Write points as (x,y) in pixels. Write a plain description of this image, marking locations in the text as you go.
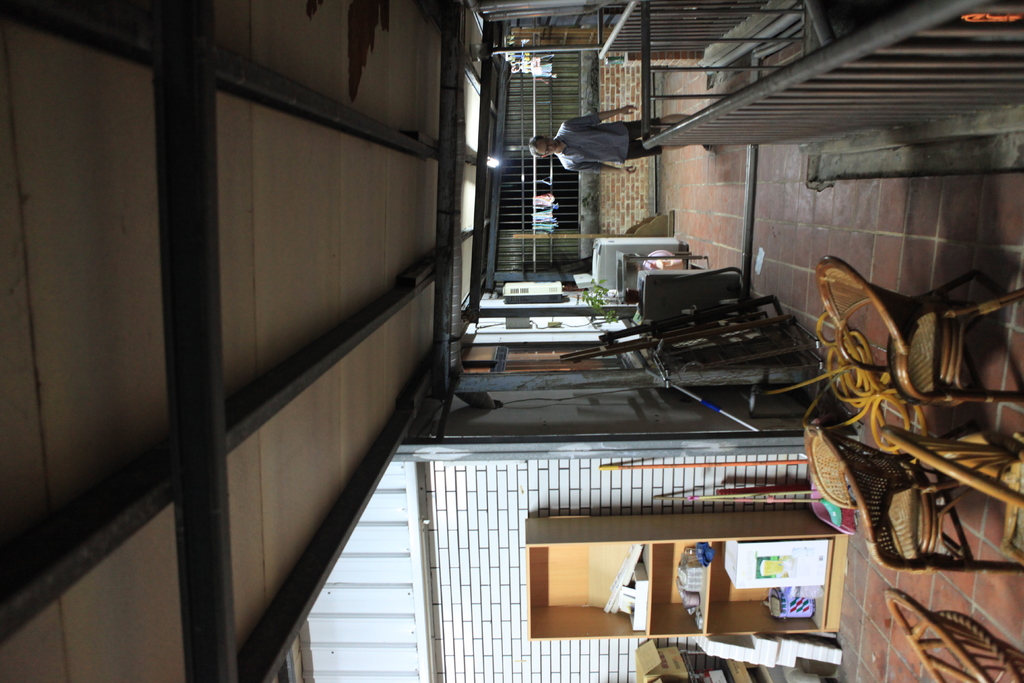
On the left (259,66) it is ceiling (339,253). In the middle of the picture (453,362) there are chairs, closet (551,578), wall (509,509), washing machine (612,258), tables (643,375), boxes (771,646) and various objects (785,330). At the top right (876,53) we can see hand railing (647,132), person (623,143), floor (727,163), grills (577,113) and other objects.
